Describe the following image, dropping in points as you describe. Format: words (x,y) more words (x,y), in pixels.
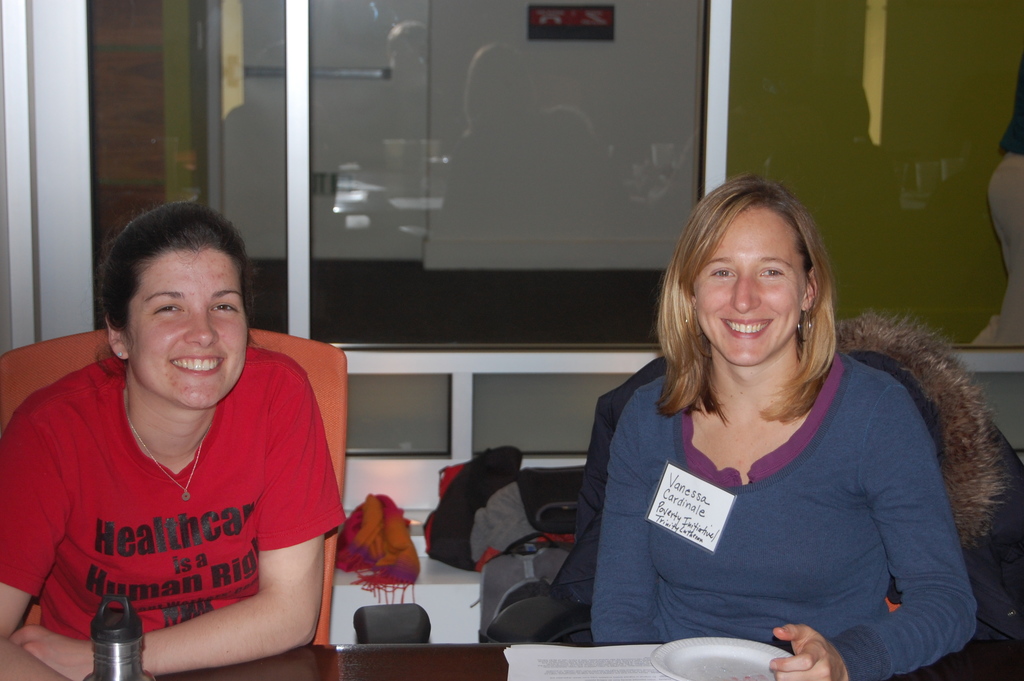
Two women (193,404) are sitting at a table (310,669) and posing to camera.
